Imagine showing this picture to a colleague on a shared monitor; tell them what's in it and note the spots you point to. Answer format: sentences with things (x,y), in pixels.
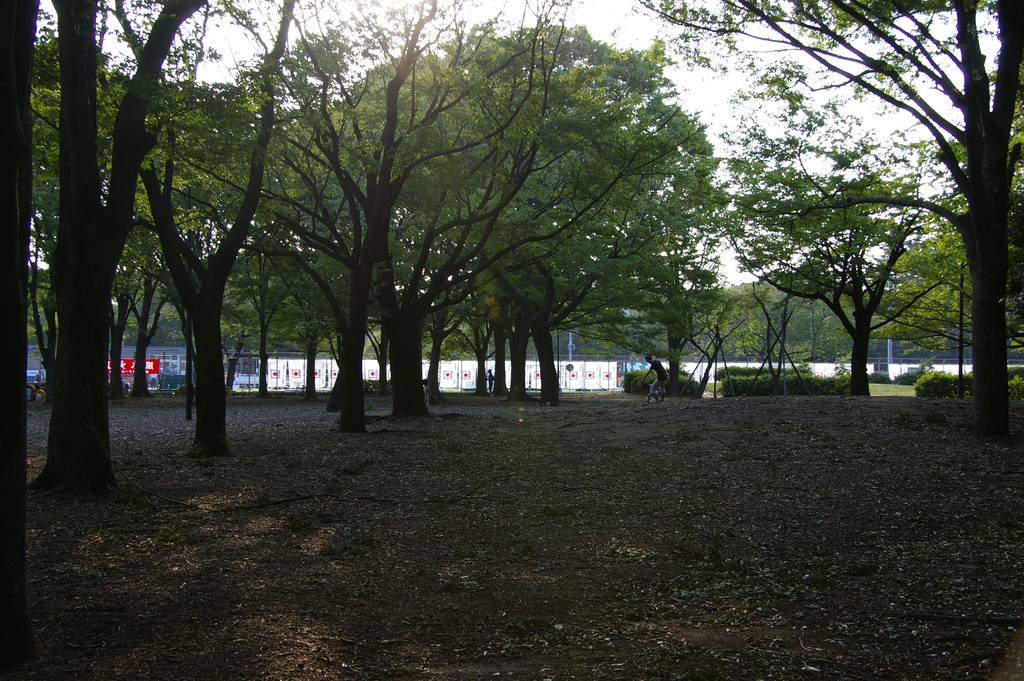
In this image, we can see a person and in the background (470,196), there are trees (523,226), boards (324,360), poles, a fence (899,370) and plants (838,392). At the bottom (402,560), there is ground (317,539).
